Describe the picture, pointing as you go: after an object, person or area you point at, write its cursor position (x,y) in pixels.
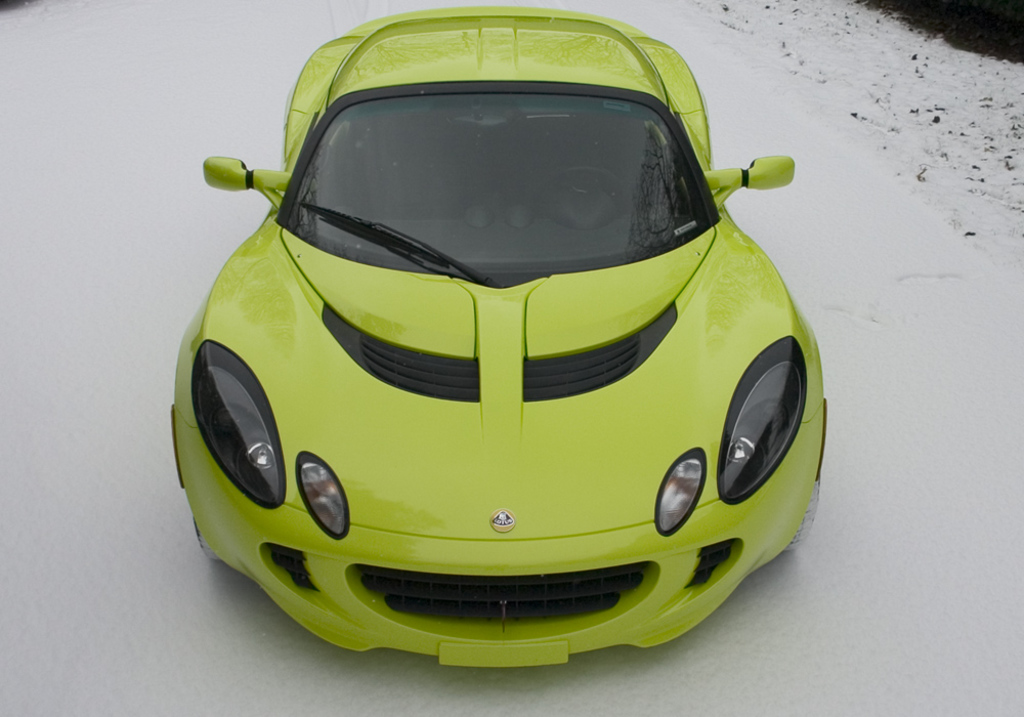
In this image we can see a green colored sports car (562,555), which is surrounded by snow (981,279).
